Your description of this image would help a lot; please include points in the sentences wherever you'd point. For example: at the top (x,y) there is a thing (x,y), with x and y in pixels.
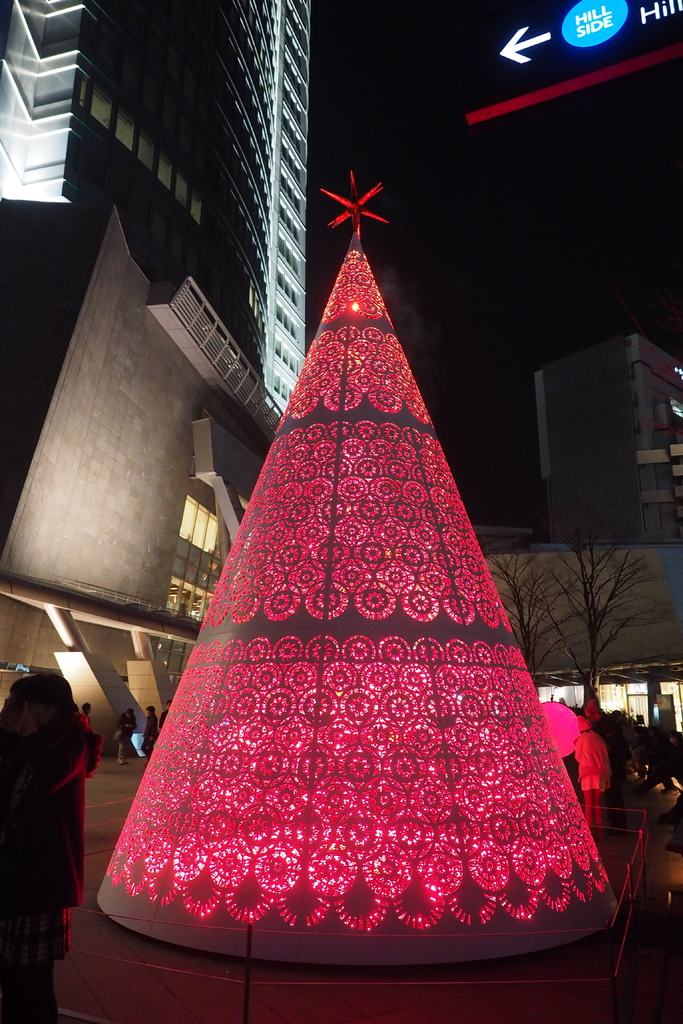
In this picture we can see an object (217,878) and few people (74,792) on the ground (225,966), here we can see buildings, trees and in the background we can see it is dark.
